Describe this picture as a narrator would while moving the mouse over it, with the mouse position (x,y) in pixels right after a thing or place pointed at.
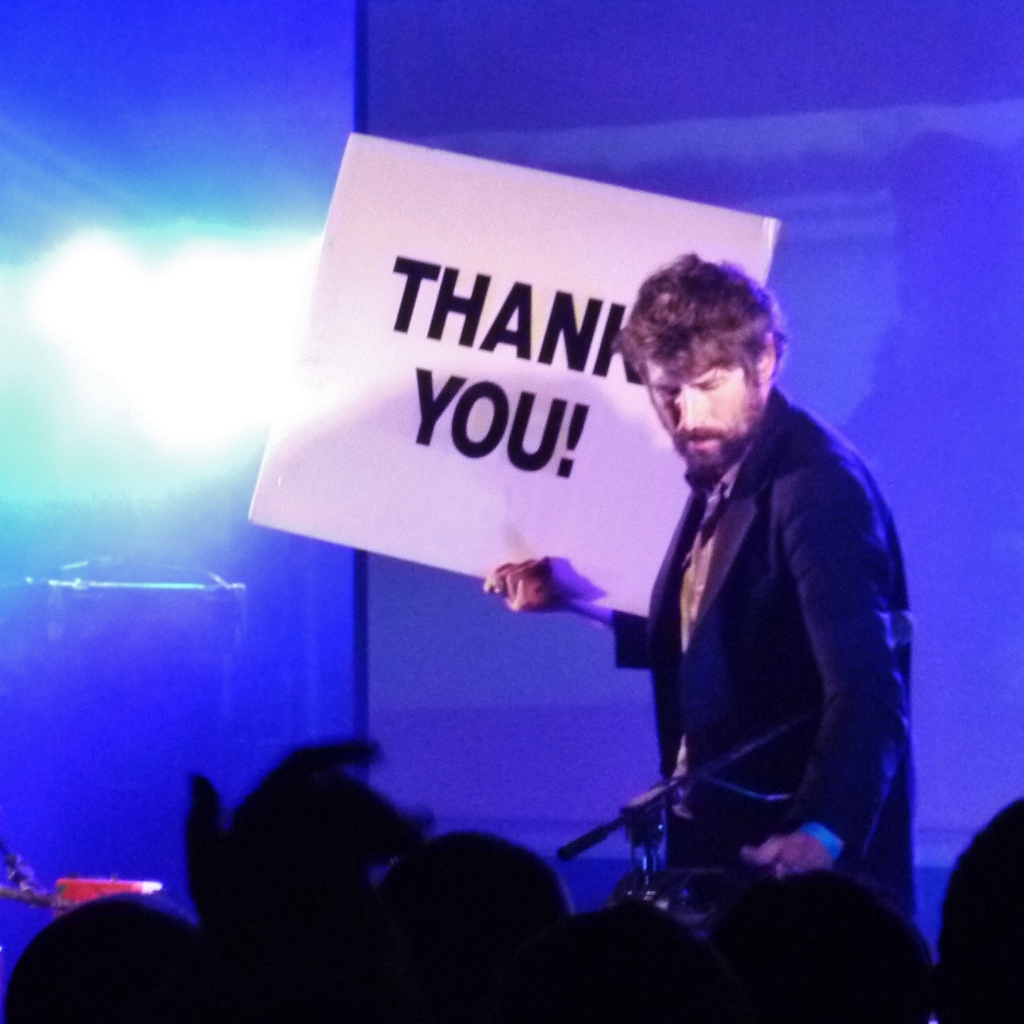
In this image we can see a person (730,460) holding a board (500,390) with text (415,310) on it, there are few other people (468,842) at the bottom of the image (304,860), there are stands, and the background (155,321) is blue in color, also we can see the light reflection (220,342) on it.
